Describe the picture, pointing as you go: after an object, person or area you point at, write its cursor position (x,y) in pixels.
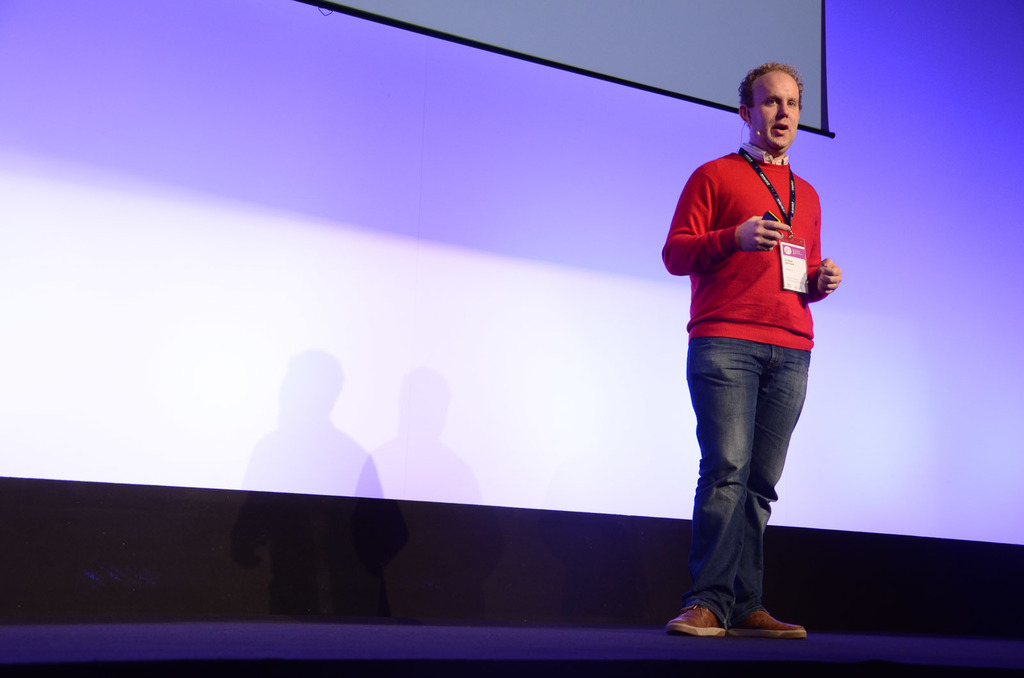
The man (715,389) on the right of the picture (753,359) wearing the red sweater (760,289) and ID card (788,243) is standing. He is talking on the microphone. I think he is holding the mobile phone (763,217). Behind him, we see a projector screen (670,46). Behind that, we see a white wall (464,257). This picture might be clicked in the conference hall (600,331).
